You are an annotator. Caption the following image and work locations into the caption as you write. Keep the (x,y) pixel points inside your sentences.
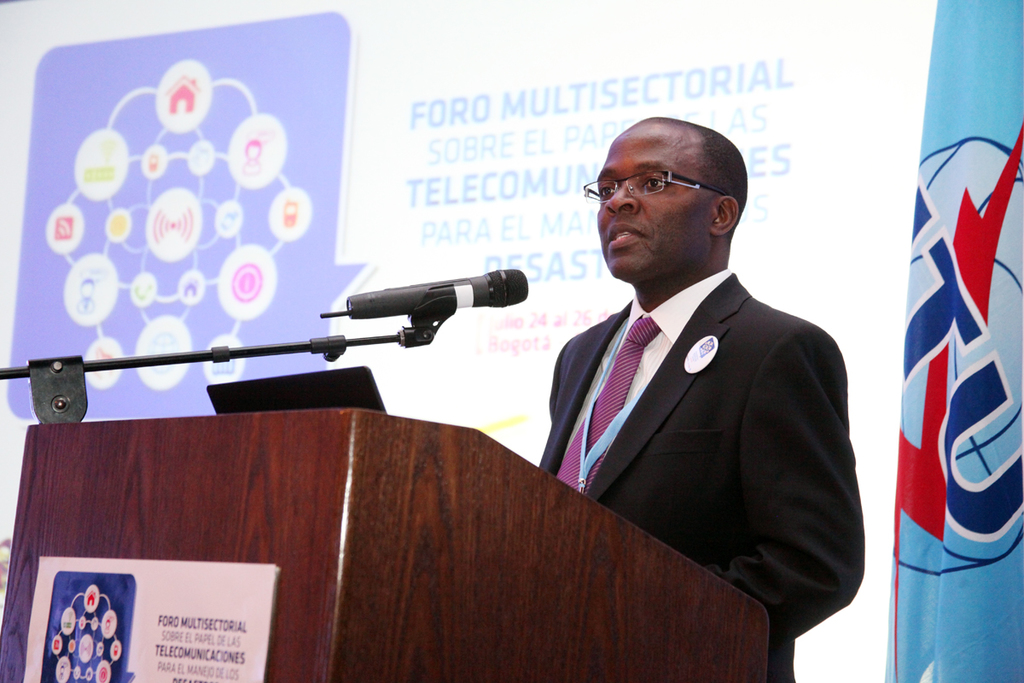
In this image we can see a person (679,374) standing and there is a podium (299,646) with a mic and there is a poster (173,646) with some text (197,648) attached to the podium (390,448). On the right side of the image (994,53) we can see an object (945,289) which looks like a flag (966,682) and in the background (473,220), we can see the screen (469,237) with some text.
